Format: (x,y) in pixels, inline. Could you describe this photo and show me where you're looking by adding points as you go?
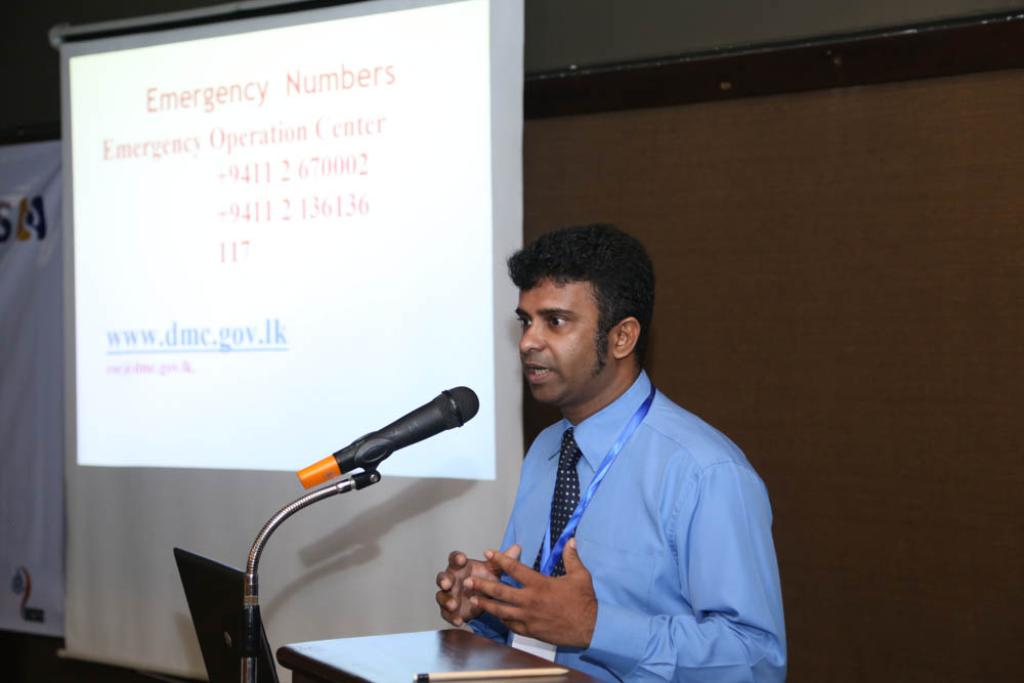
In the center of the image (597,321) we can see a man (627,362) is standing and talking, in-front of him we can see a table (427,655). On the table (502,652) we can see a pen (443,675). At the bottom of the image (223,621) we can see a laptop (238,632) and mic (430,430) with stand (251,642). In the background of the image (447,274) we can see the wall (597,196), screen (130,261), banner (59,441). At the top of the image (631,21) we can see the roof (634,35).
